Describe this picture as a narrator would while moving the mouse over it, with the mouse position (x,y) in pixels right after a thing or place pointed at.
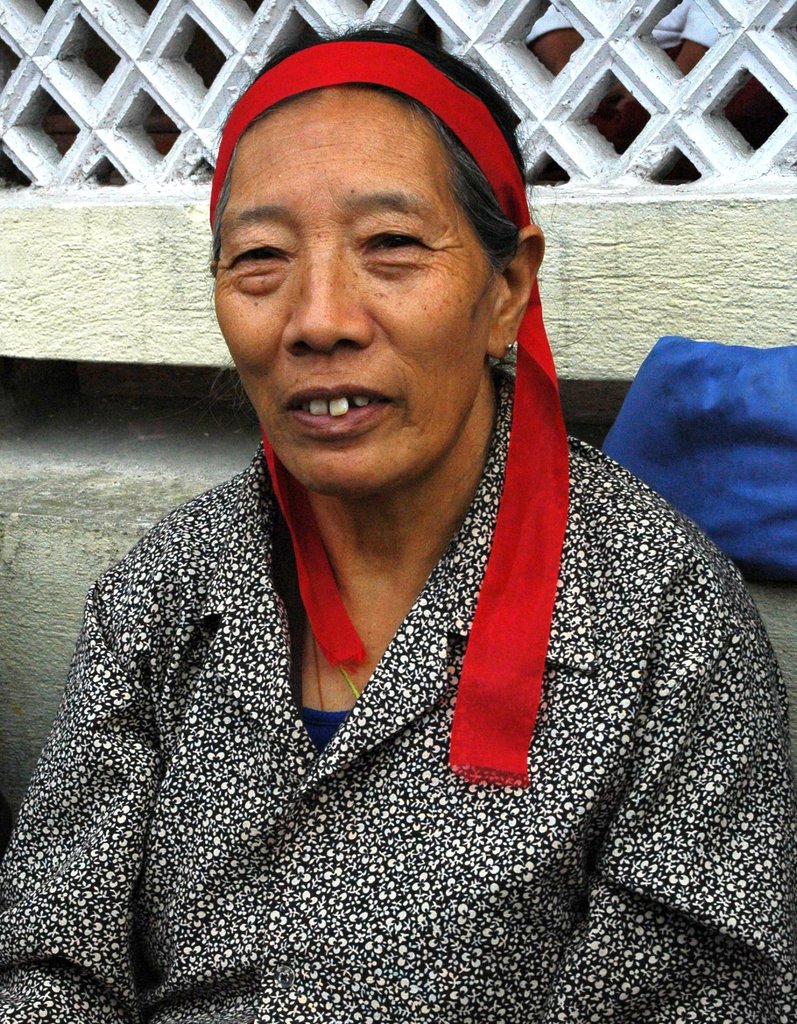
In the center of the image (389,596) we can see a woman (407,604) sitting. She is wearing a black shirt (476,796). In the background (593,239) there is a wall (148,301).
